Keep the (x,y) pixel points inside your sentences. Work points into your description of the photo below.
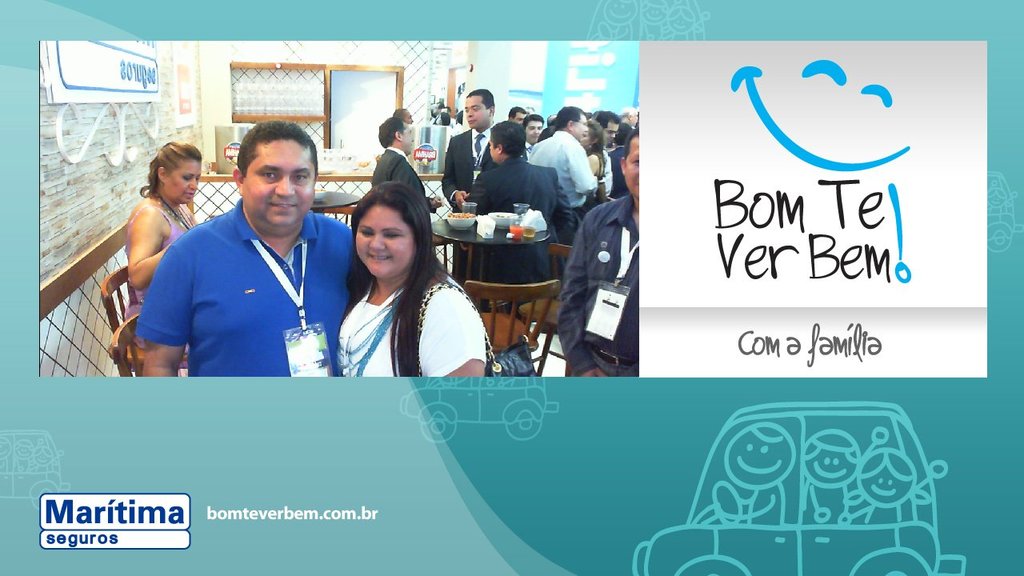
In this image there is a poster (402,425), in the poster (543,300) there are few people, few diagrams (803,476), a fence (319,102), some posters (146,94) attached to the wall (135,110), a window (355,100) and some text (138,81) on the image.
